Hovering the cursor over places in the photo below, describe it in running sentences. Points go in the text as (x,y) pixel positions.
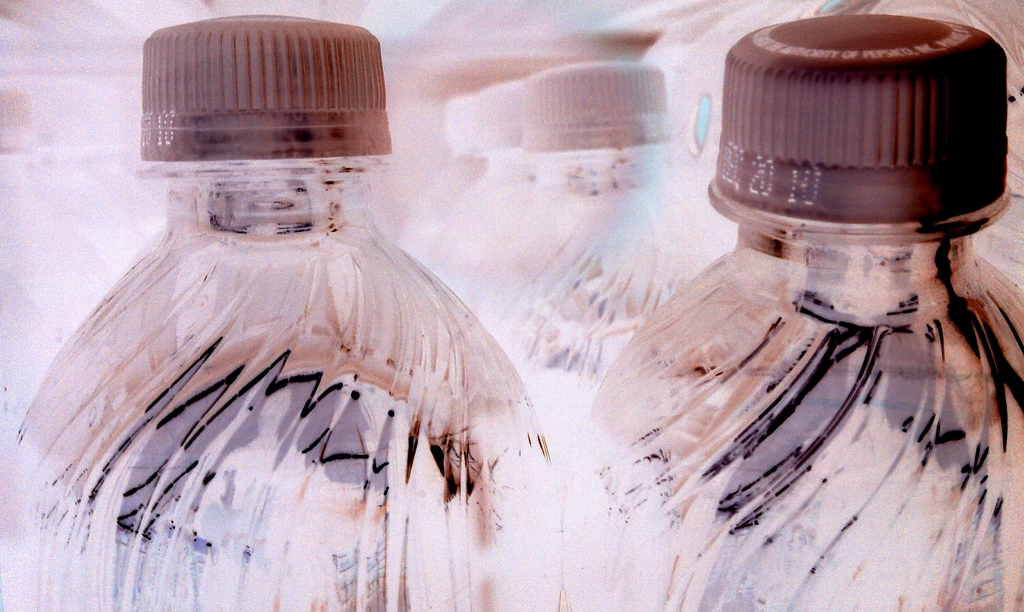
There are many bottles (610,142). In front (205,88) these two are with brown color caps (809,97) and in the background (606,111), remaining are with white color caps (575,100).
